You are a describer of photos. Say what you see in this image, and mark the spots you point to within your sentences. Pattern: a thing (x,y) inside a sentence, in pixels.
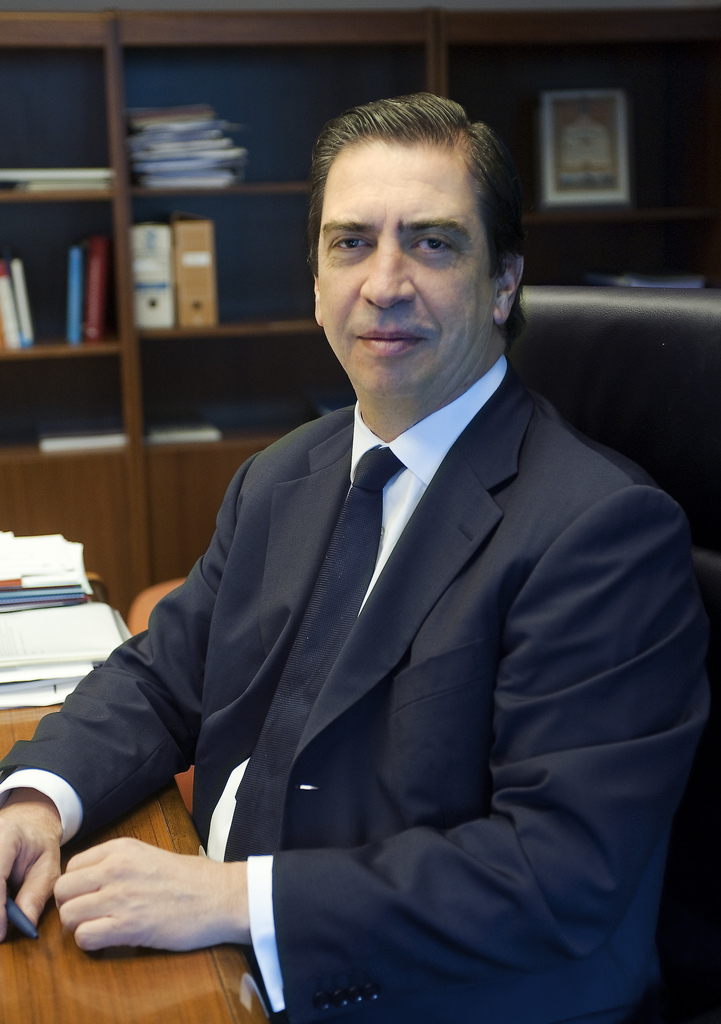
In the middle of the image (464,386) a man (407,229) is sitting on a chair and smiling. Behind him there is a wall (372,4), on the wall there is a cupboard (317,13). In the cupboard (338,13) there are some books (133,164). At the bottom of the image (200,1018) there is a table (245,996), on the table (84,955) there are some papers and books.
